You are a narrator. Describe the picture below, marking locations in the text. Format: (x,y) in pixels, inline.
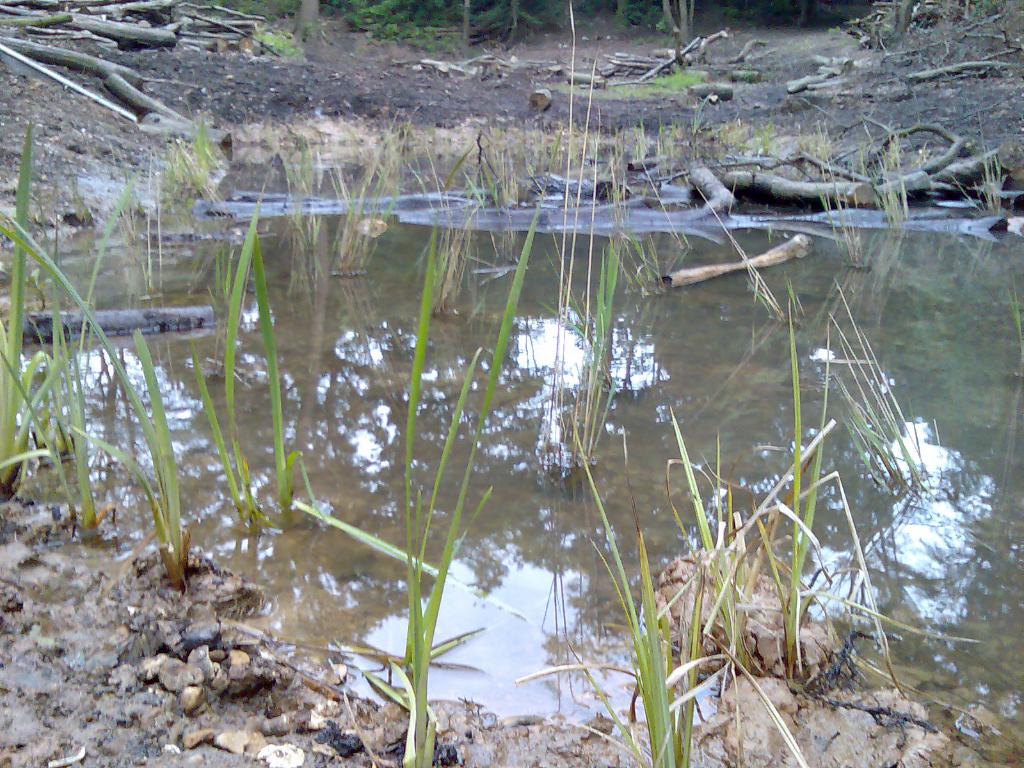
This picture is clicked outside. In the foreground (650,739) we can see the grass (381,653), rocks (222,675) and a water body (895,285). In the center (438,470) we can see the grass (296,136) and some wooden objects (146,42). In the background (536,9) we can see the green leaves (440,15) and some wooden objects (156,26).
